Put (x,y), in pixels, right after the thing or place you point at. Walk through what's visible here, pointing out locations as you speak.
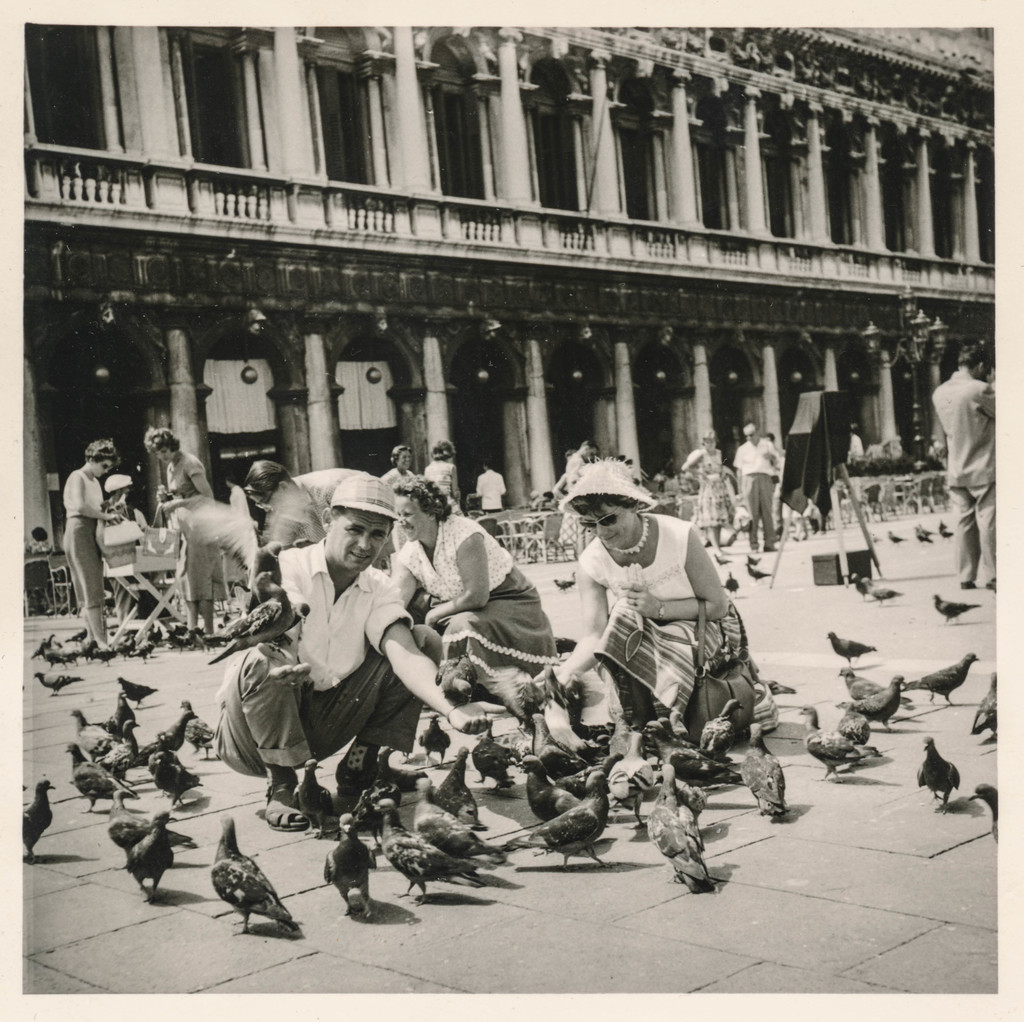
Here this is a black and white photograph, in which we can see number of people (342,690) present on the ground (166,704) and we can also see pigeons (428,848) present and we can see the people (363,604) in the front (324,580) are wearing a cap (348,503) and hat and feeding the pigeons (547,728) and behind them we can see an old monumental building (800,112) present and we can also see curtains (236,387) on it and we can see a chair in the far and we can also see a drawing stand (811,486) present on the floor (32,707) over there.
